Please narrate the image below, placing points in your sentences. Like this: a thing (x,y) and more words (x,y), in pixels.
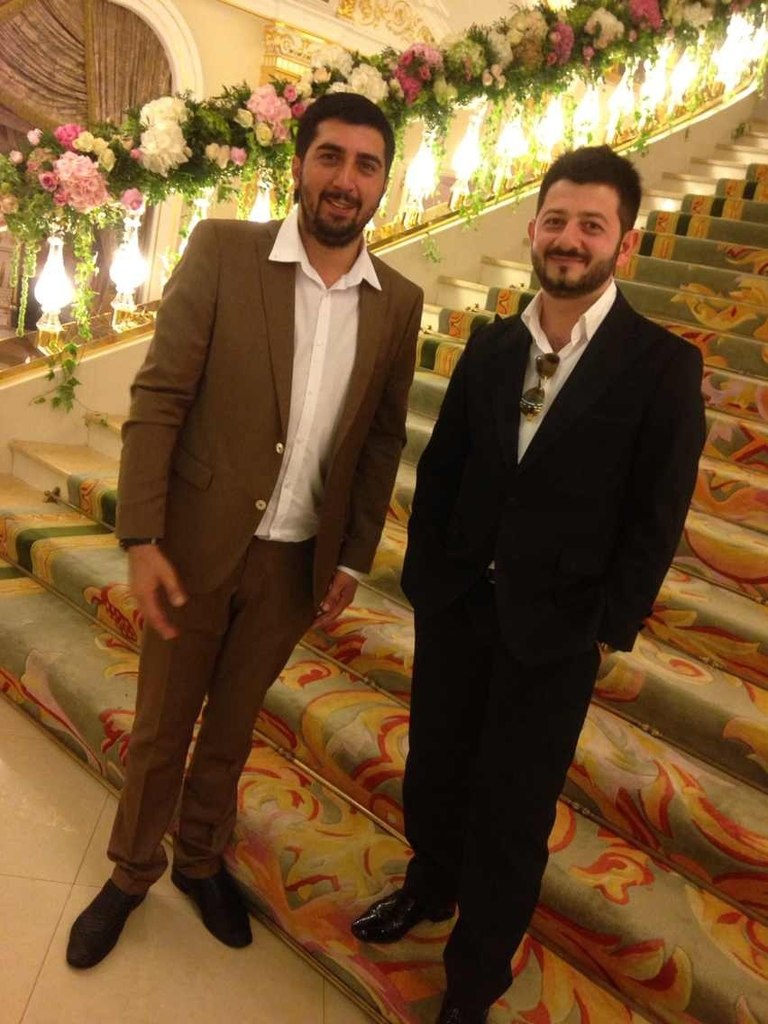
In the picture I can see two men (414,565) standing on the floor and there is a smile on their faces (334,169). I can see two men (441,441) wearing a suit (444,451). I can see the carpet (728,419) on the staircase (720,425). There are flowers (314,59) at the top of the picture (749,9). There is a curtain (108,64) on the top left side of the picture (108,64).
